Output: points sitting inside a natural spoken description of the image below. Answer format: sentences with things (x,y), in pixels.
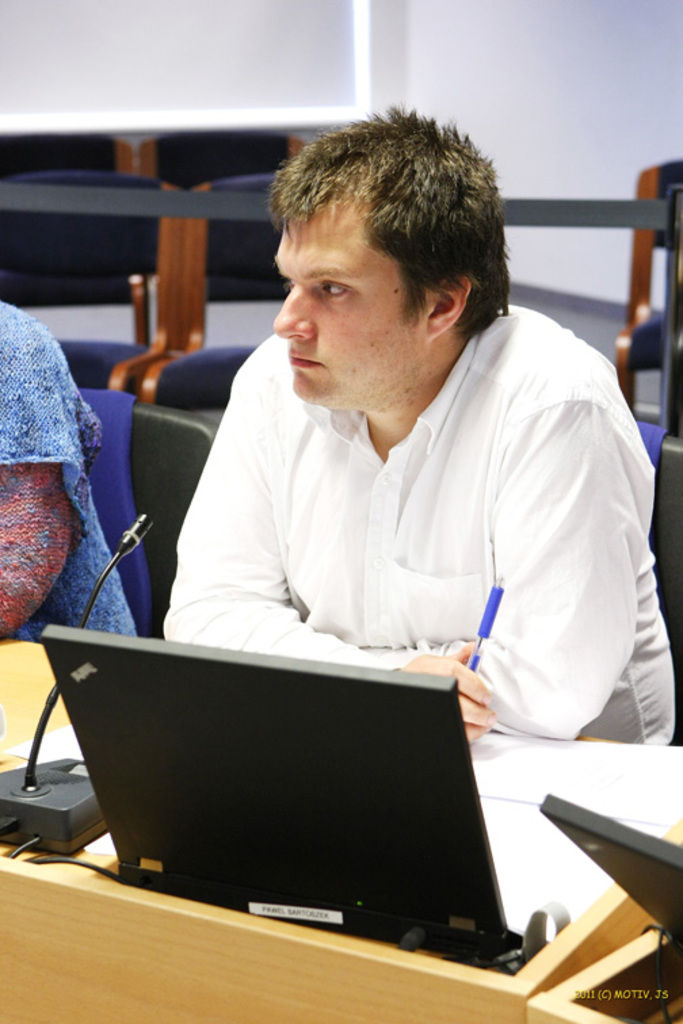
There is a man (509,645) sitting at desk (173,899) wearing white color shirt (453,518) holding pen (485,628) there is a microphone (41,798) and laptop (434,896) placed on desk (128,898).
